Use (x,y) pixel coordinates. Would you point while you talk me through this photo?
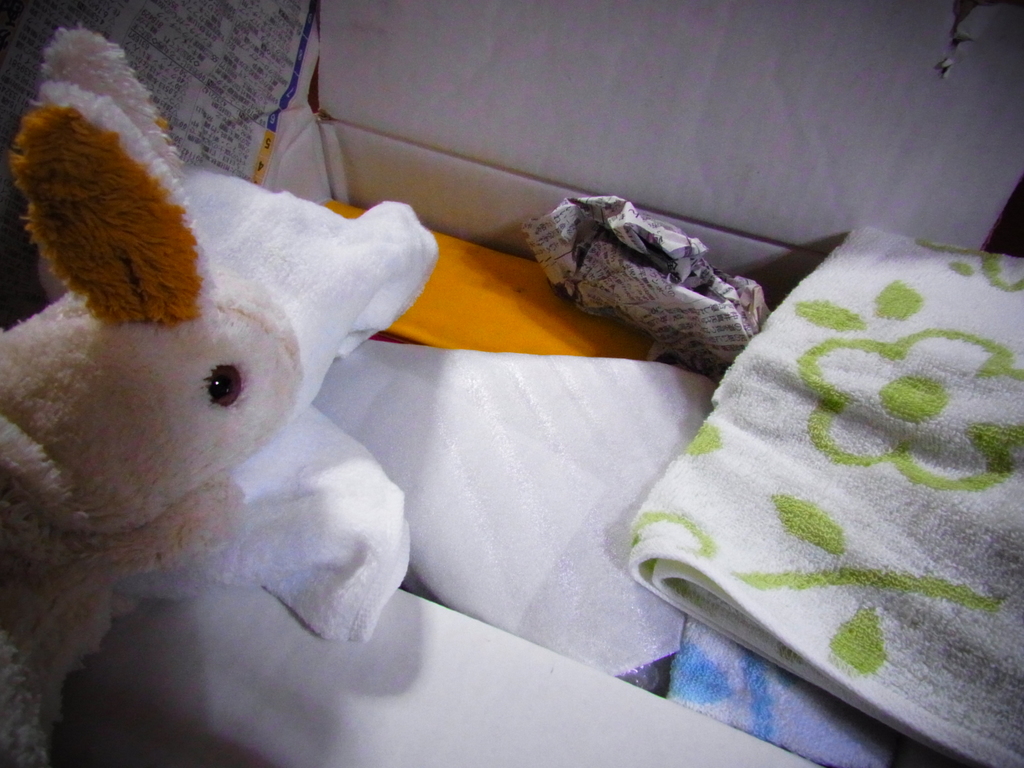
In the image I can see a soft toy (235,513) and some other clothes (680,597). I can also see a paper (693,310) and some other objects (477,413) in a white color box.
